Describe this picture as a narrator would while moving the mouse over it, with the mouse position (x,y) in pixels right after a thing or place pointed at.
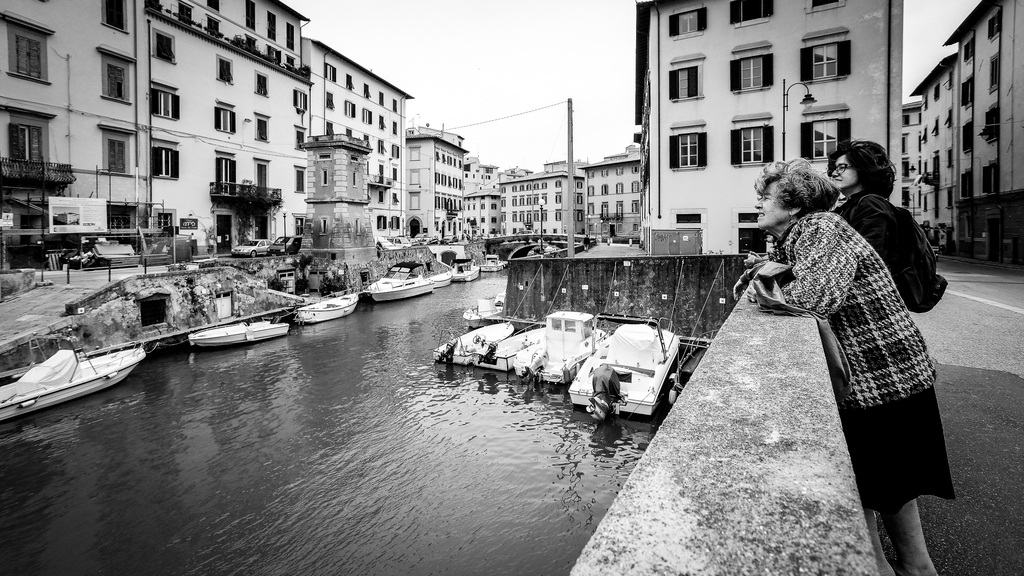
In this image at the bottom (250,443) there is a river (476,442), in that river (186,469) there are some boats (588,326). In the background (257,107) there are some buildings (302,125), houses (655,165), poles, trees (234,219) and some vehicles (290,249) on the road (95,280). On the right side (862,298) there are two women (866,278) who are standing and watching something.
